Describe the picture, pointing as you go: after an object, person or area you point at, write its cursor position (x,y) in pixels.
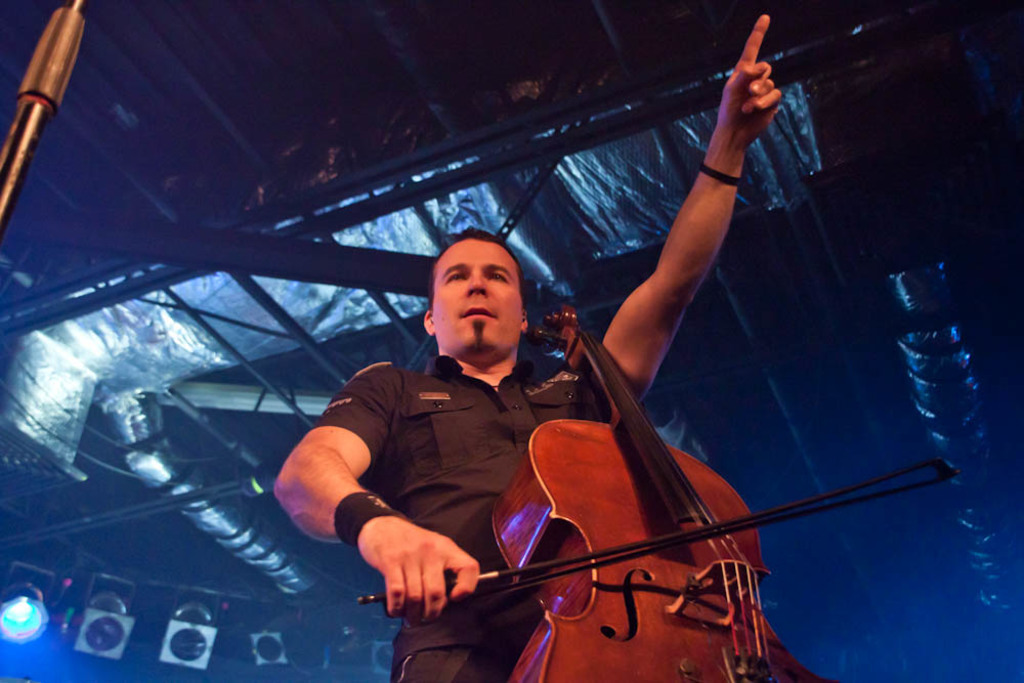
Here we can see a man (457,323) standing and playing the cello (685,587), and here are the lights (101,593).
